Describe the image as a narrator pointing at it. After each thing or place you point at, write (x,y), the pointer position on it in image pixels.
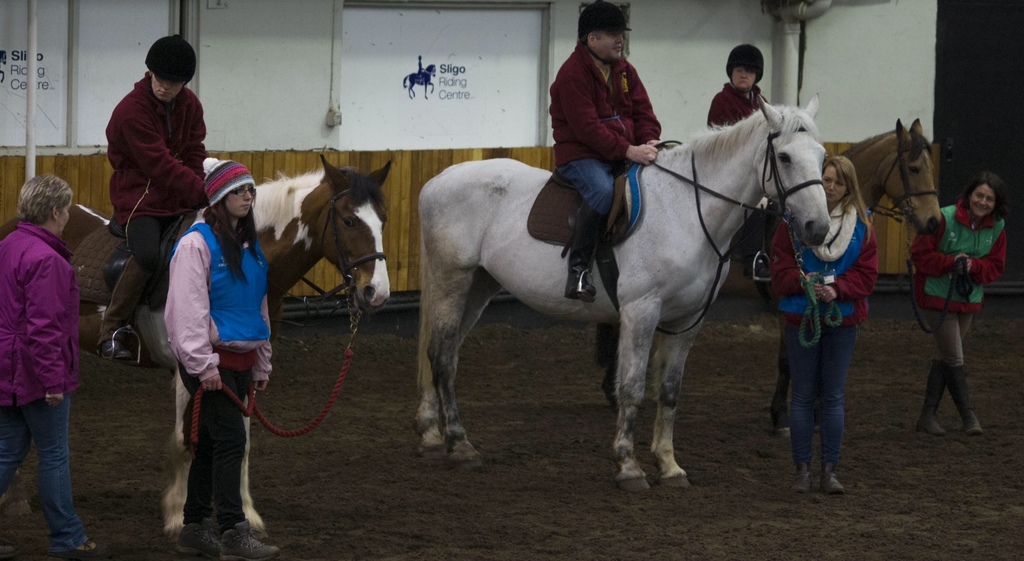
In this picture there are people (960,378), among them there are three men (757,72) sitting on horses (339,167) and three women (207,467) standing and holding ropes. In the background of the image (411,200) we can see boards (409,145), pole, pipe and wall (255,143).
